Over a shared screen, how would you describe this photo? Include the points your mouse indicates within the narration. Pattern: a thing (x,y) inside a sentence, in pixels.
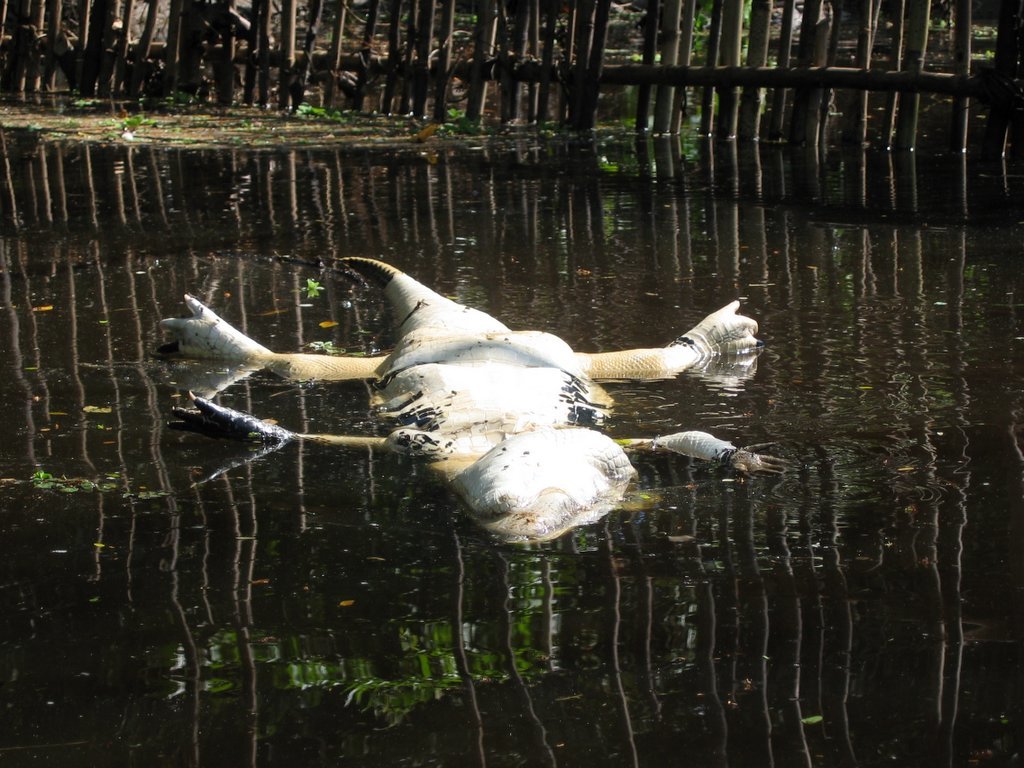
A reptile (497,414) is floating on the water (726,211), some reflections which are seen in the water (831,236) which is of staves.
